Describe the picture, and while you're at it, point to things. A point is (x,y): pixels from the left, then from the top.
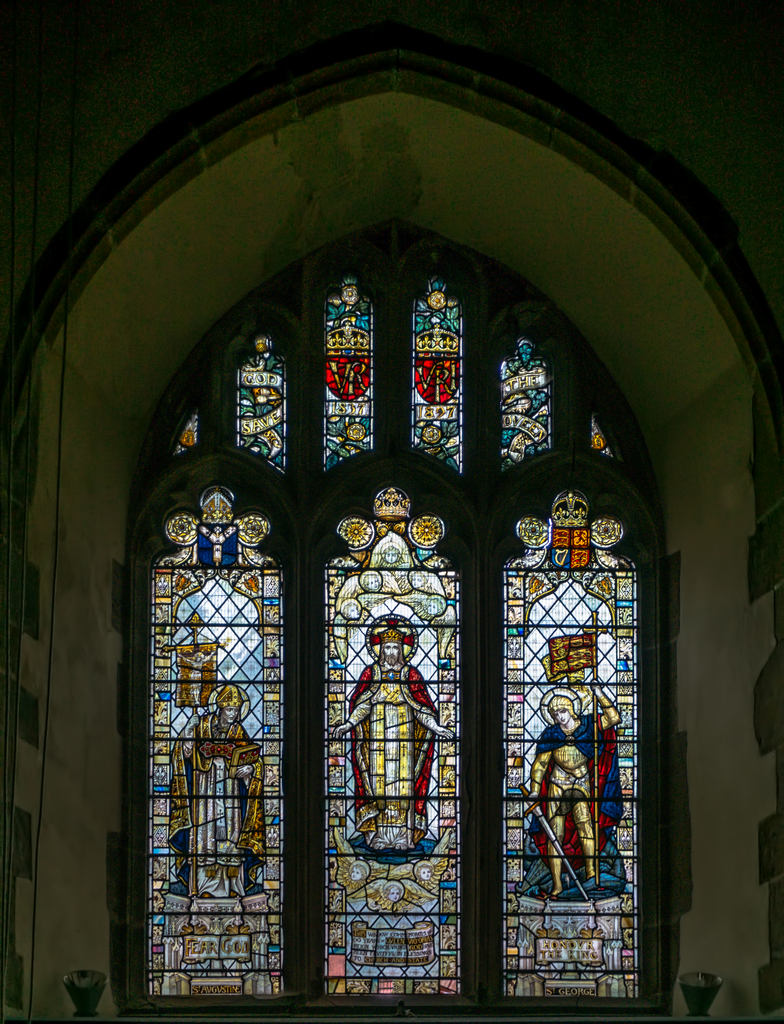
In this image we can see inside of a building (202,884). There is some painting (454,759) on the glasses (511,675). There is an object (400,1002) at the bottom of the image (84,983).
